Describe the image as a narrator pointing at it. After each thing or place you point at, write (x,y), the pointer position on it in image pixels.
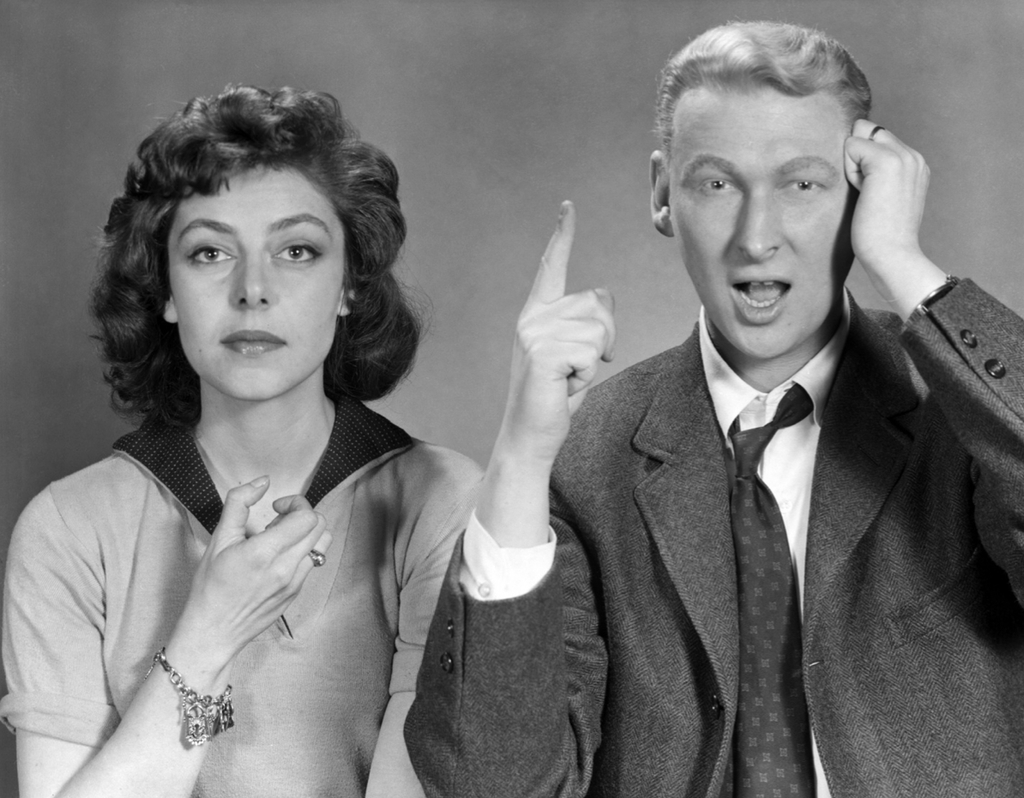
This picture shows a woman (118,720) and a man (544,466) and we see man (757,493) wore a coat (721,494) and tie (750,778).
